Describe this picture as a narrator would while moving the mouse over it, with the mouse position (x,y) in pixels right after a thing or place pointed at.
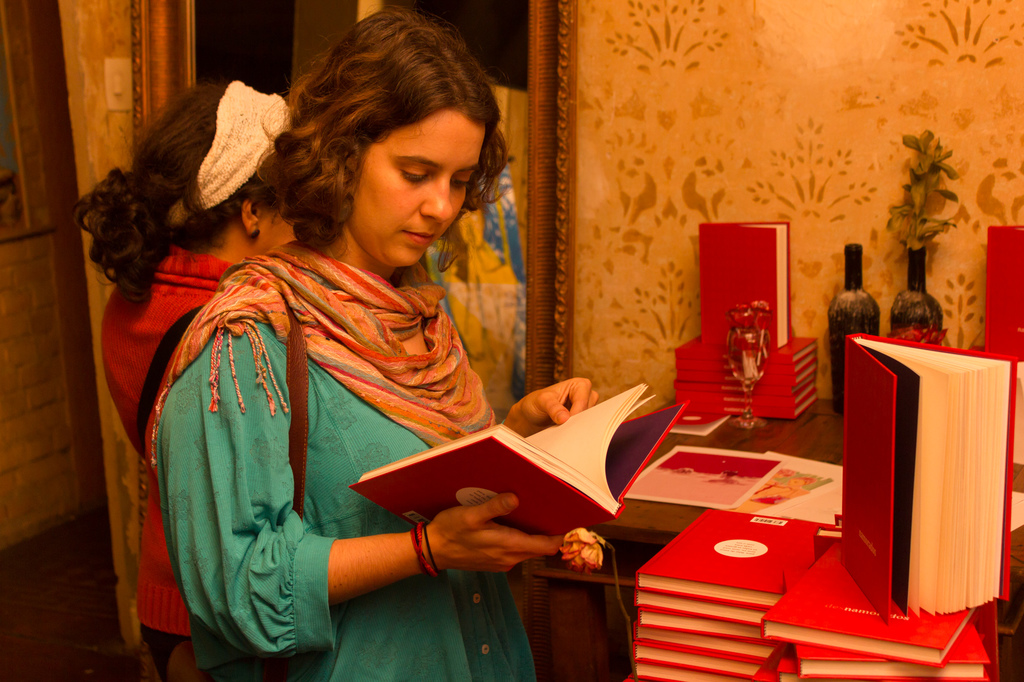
In this image we can see there are two persons (284,361) standing and the other person (514,494) holding a book (560,492). We can see the table (732,444), on the table (815,452) there are books (866,405), bottles (858,292) and a few objects (784,474). In the background (770,93), we can see the wall (777,104) with a design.
